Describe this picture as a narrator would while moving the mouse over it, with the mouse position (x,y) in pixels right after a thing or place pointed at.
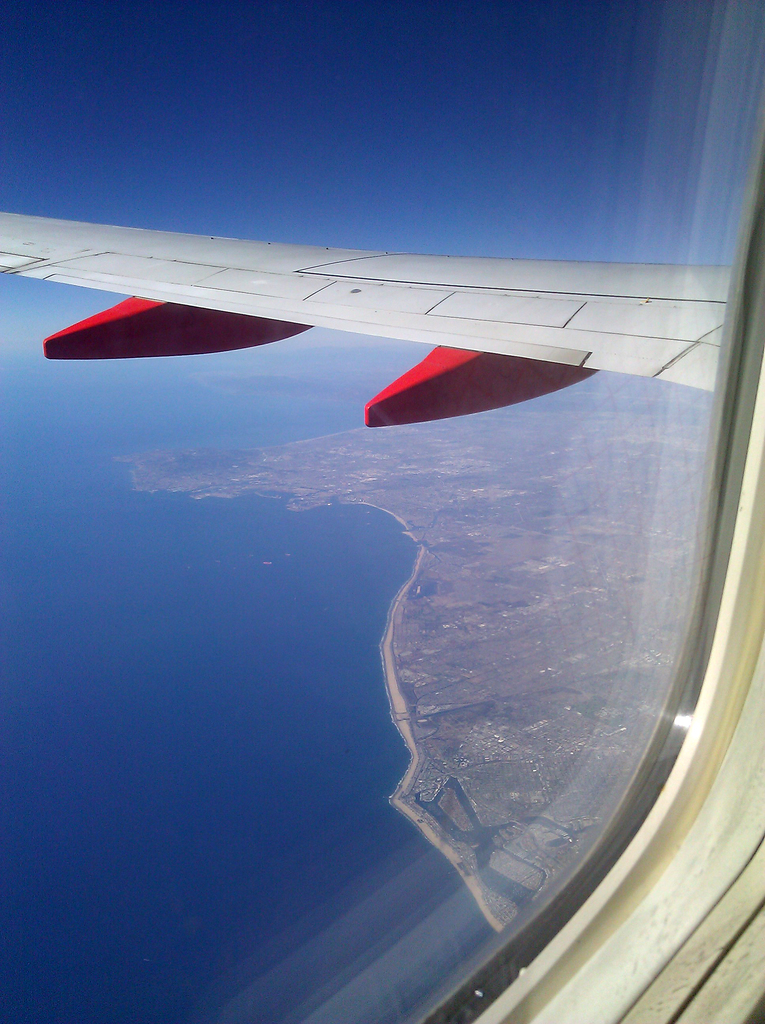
In this picture we can see an airplane wing (432,305) and water (245,704).
